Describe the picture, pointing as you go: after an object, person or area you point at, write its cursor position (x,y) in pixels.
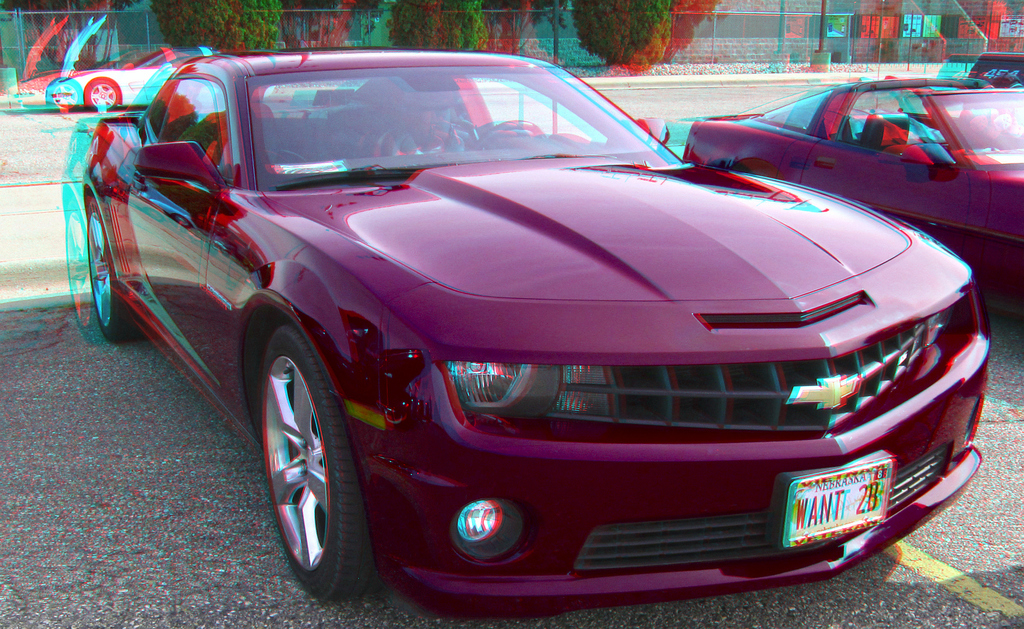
This is an edited image, where there are cars (952,496) parked on the path (996,508), and in the background (433,4) there are plants (611,47), trees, wire fence (789,24), building (920,26).
